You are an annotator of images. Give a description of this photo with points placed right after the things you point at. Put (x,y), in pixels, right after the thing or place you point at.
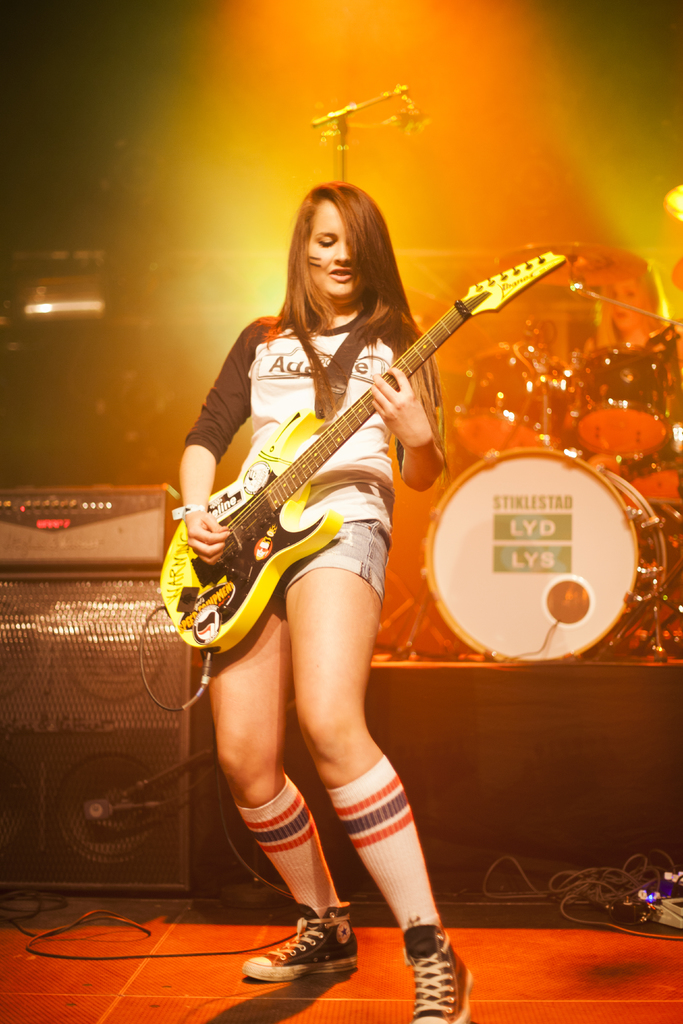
In this image there is a woman (364,261) standing and playing a guitar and in back ground (573,549) there are drums (579,487), microphone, speaker (34,795).
